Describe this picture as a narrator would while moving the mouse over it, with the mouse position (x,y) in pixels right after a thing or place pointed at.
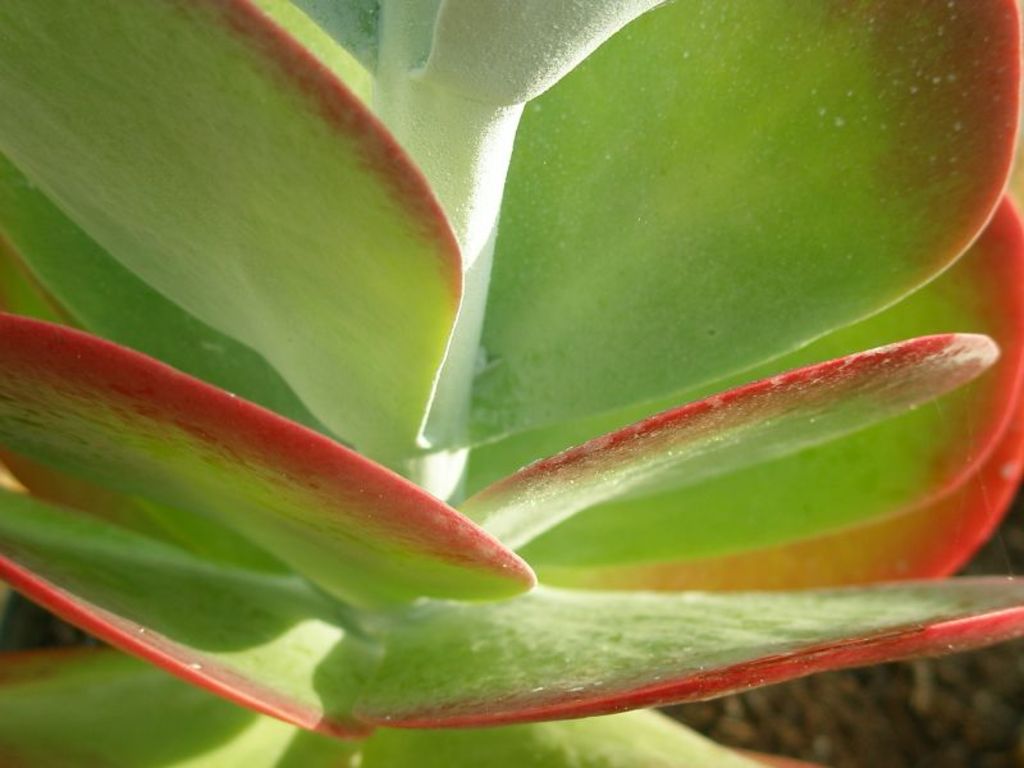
This is a close view a plant (195,628) where I can see the green leaves (546,516).
